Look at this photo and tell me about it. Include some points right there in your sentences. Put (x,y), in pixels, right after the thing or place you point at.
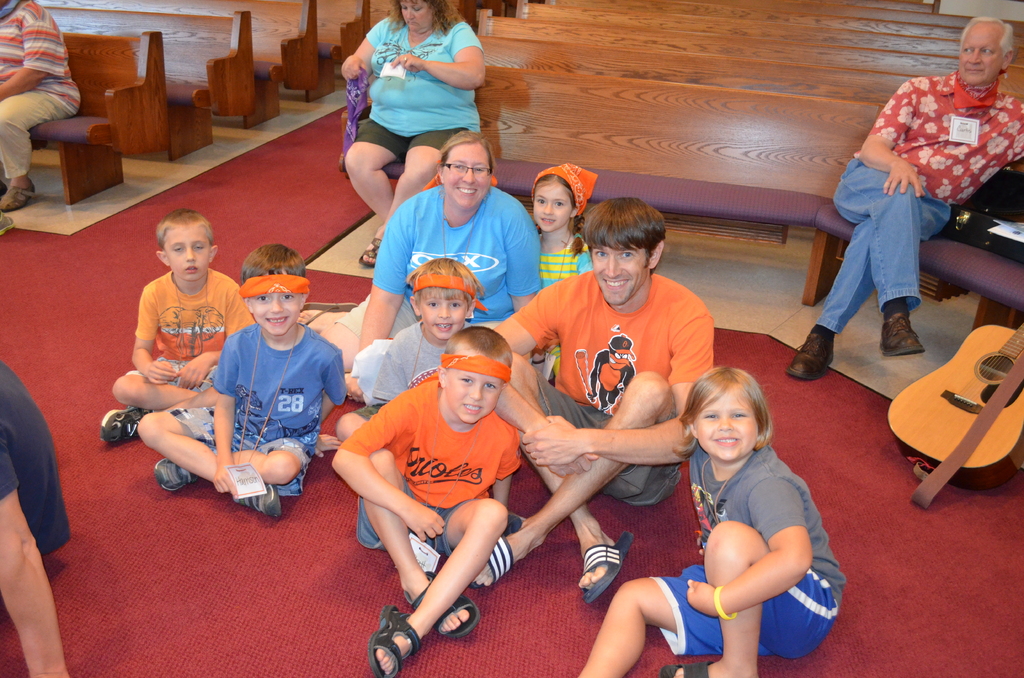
In this image there are group of persons (393,285) sitting in a room (281,165) at the foreground of the image (521,288) there are persons (537,456) sitting on the floor (790,665) and at the background of the image (819,228) there are persons (362,153) sitting on the bench (744,137) and at the right side of the image (950,396) there is a guitar (953,435).
